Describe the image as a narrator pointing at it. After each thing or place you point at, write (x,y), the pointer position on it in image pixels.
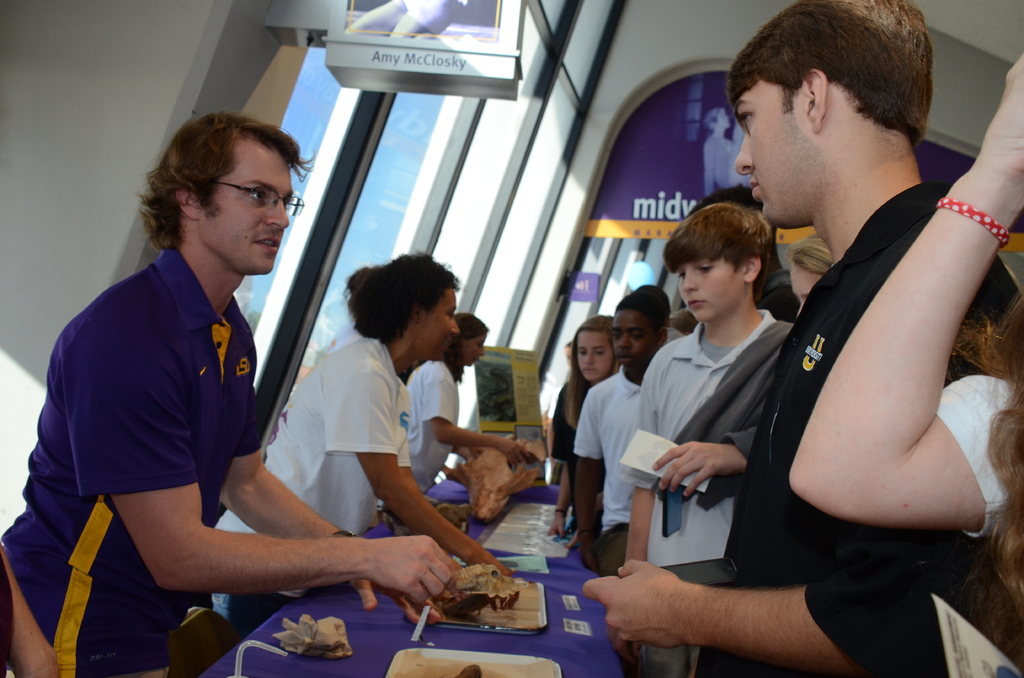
In this image there is a group of people (398,546) standing behind the table (378,662) which contains various objects (417,670) on it, in front of them there are people (597,468) standing and watching them, there are windows (477,144) and board (488,80) in the background (440,85).
